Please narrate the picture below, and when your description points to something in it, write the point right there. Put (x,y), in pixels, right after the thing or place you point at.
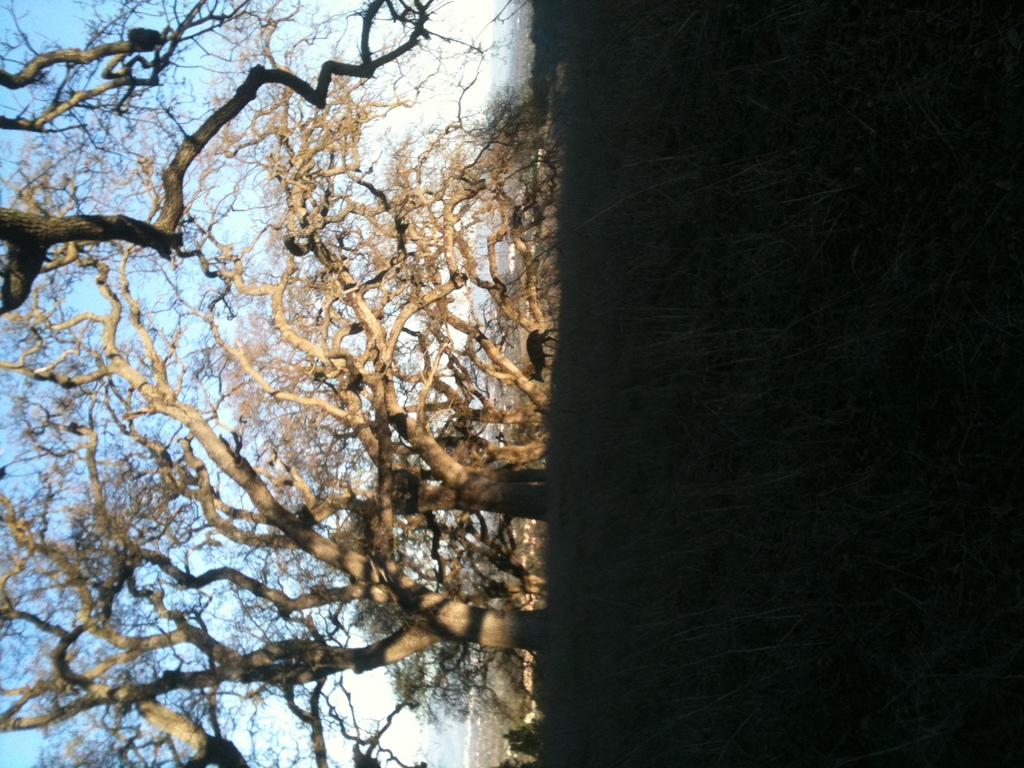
In the center of the image (549,364) there is an animal (536,364). On the right (856,204) there is grass (841,484). On the left (215,510) there are trees (277,285). In the background (186,290) there is sky (437,94).
